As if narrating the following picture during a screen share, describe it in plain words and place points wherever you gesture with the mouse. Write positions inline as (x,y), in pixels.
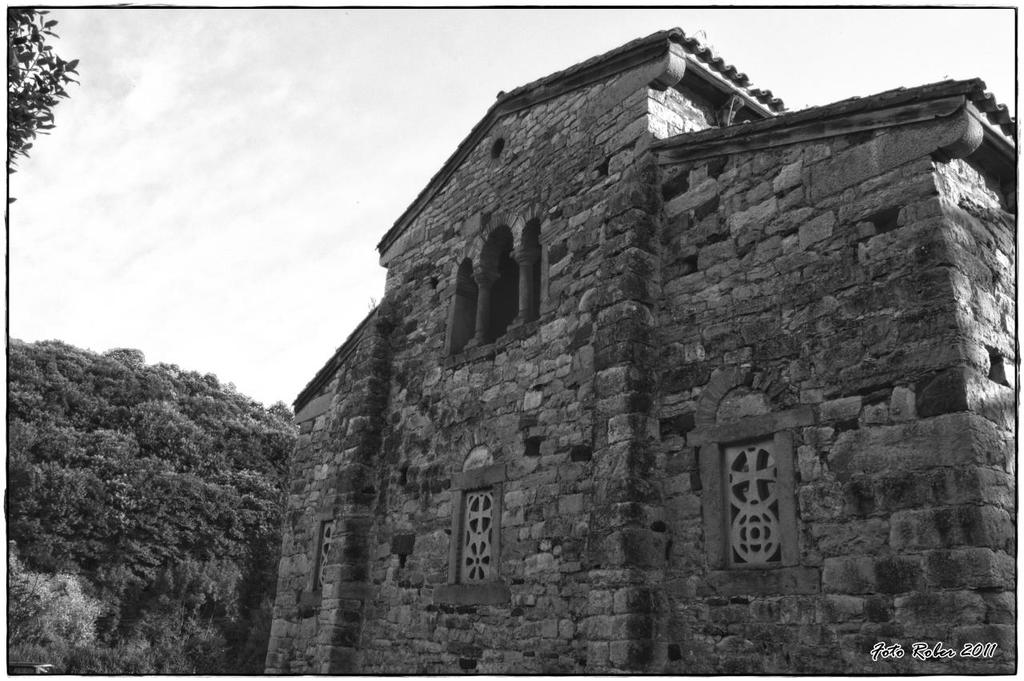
In this image I can see a building (726,509), background (165,501) I can see trees (172,397) and the sky (213,238) and the image is in black and white.
